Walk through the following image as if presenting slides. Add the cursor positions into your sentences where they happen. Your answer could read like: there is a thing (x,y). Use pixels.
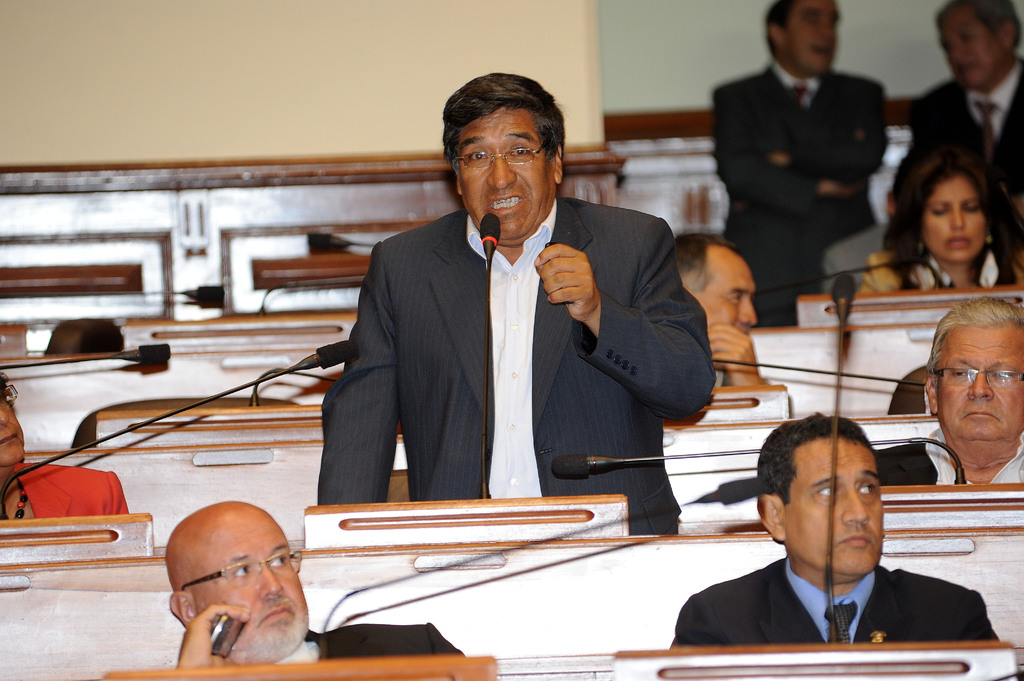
In this image, we can see a group of people (613,371). Few are sitting and standing. In the middle of the image (495,384), we can see a person (553,360) is standing and talking in-front of a microphone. Here we can see wooden objects (48,584) and microphones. Background (327,41) there is a wall (315,47).
